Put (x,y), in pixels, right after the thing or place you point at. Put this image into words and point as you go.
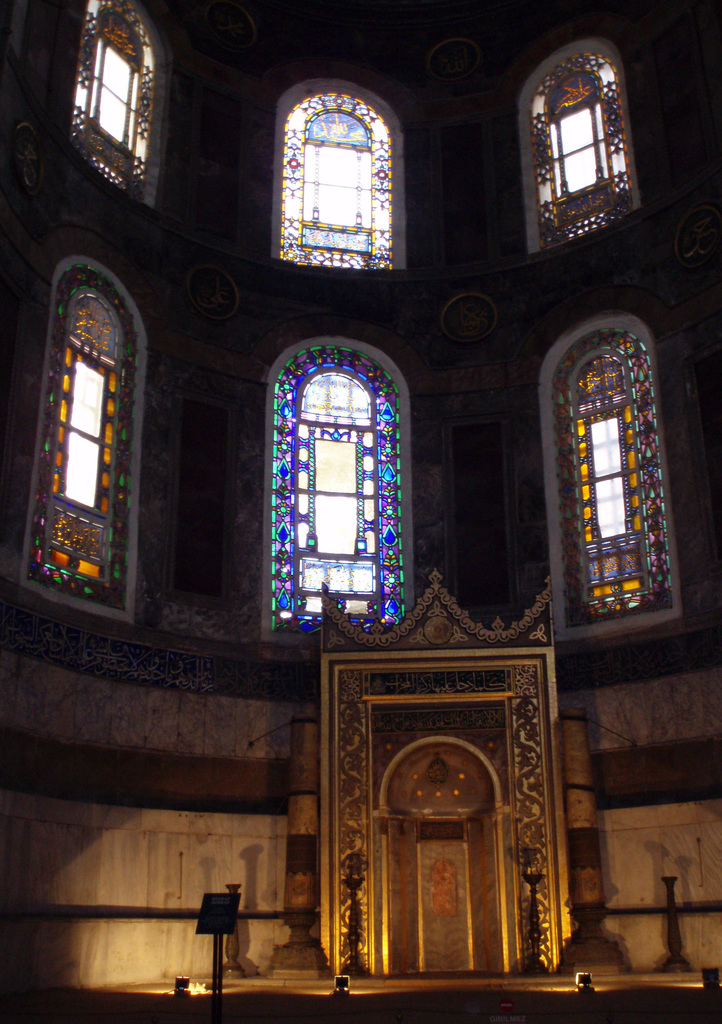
In this image we can see building (419,909), stained glass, lamps (355,893) and a lectern (221,939).
